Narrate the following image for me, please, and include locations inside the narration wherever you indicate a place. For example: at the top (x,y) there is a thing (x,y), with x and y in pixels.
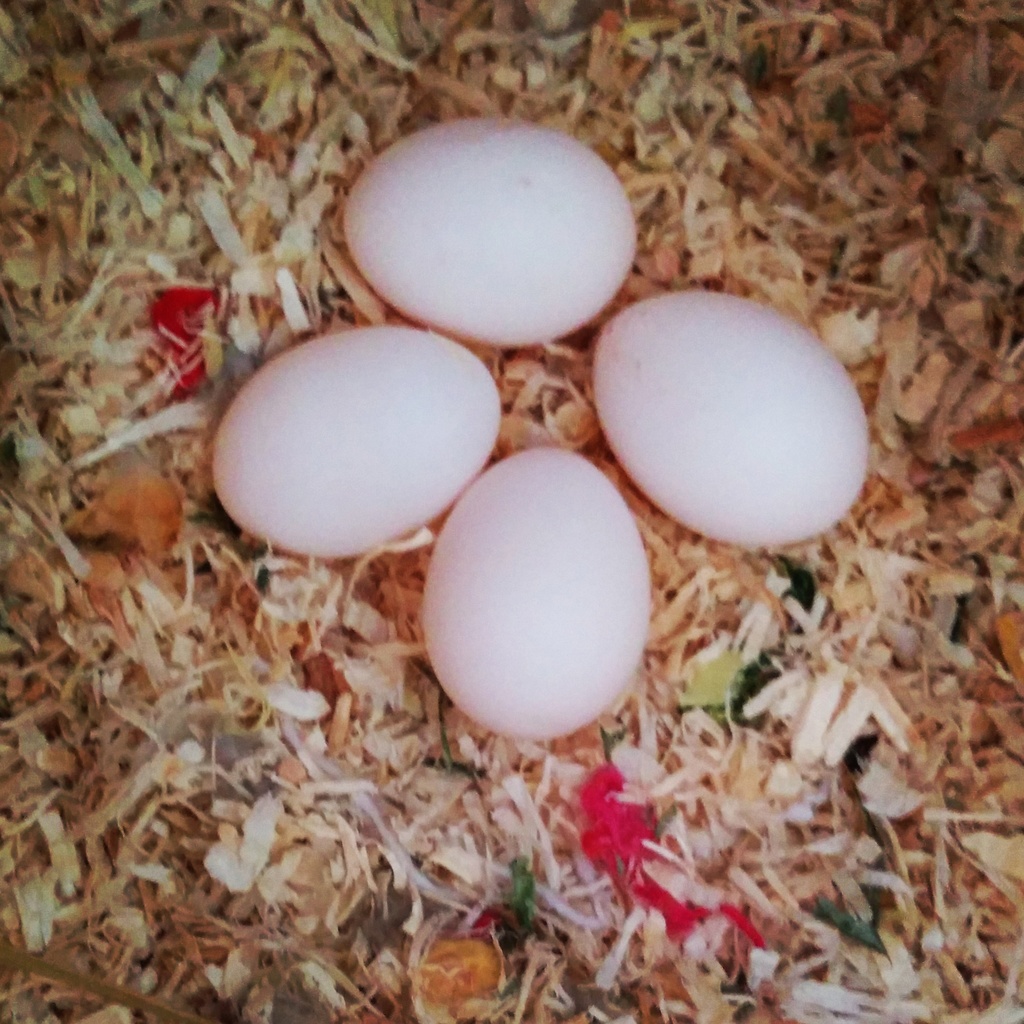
This image consists of four eggs (624,251). At the bottom (543,968), it looks like grass (881,789).
